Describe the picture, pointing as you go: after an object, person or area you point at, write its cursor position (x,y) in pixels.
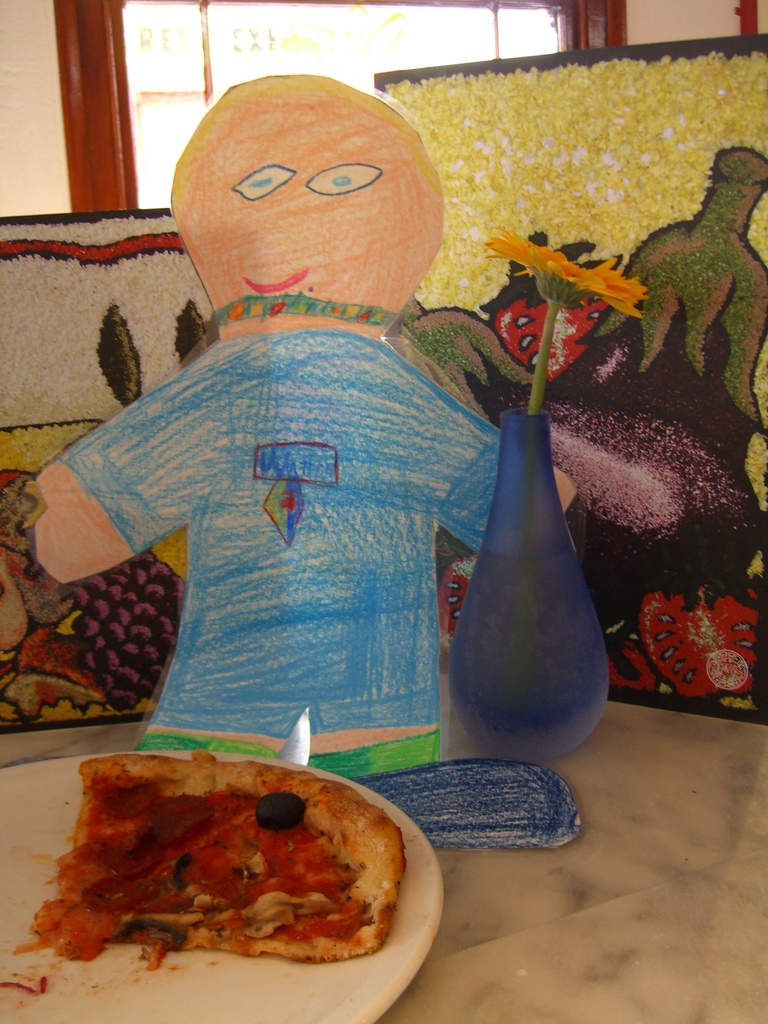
In the image we can see a plate (355,975) in the plate (370,971) there is a food item (301,884). Here we can see a flower (567,284) in the pot (530,493), we can see there are even posters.
